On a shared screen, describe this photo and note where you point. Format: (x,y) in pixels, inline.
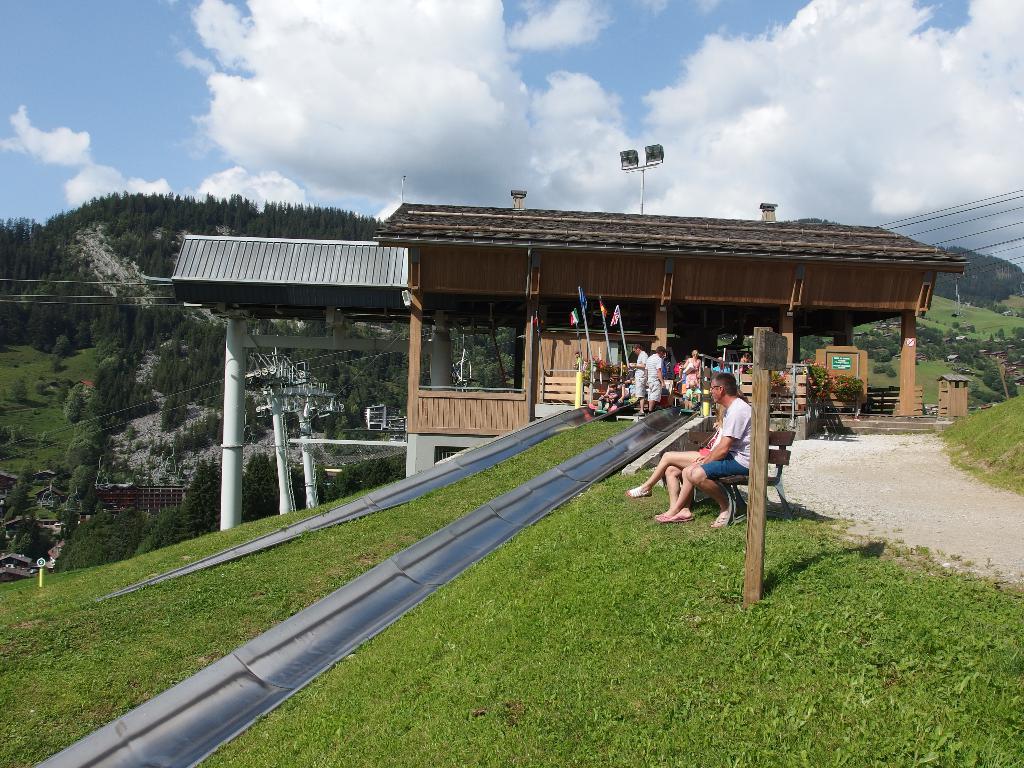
In this image I can see some grass (671,654), the black colored path (433,574), few persons (717,437) sitting on benches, a wooden pole (762,407), few pillars (273,412), few wires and in the background (111,313) I can see few mountains (272,202), few trees (156,219) and the sky (363,105).
